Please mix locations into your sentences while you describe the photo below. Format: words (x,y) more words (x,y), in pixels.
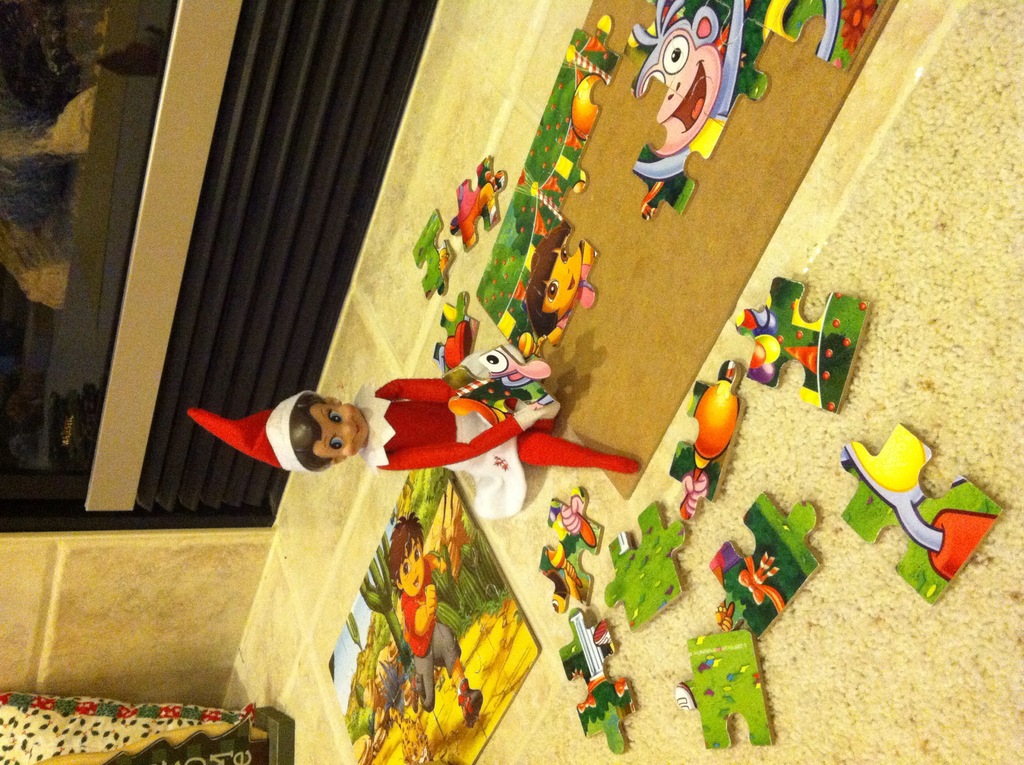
Here we can see a toy (528,410) and puzzles (761,616). There is a carpet (947,377) on the floor (252,633). In the background (234,603) we can see a wall (214,624).
